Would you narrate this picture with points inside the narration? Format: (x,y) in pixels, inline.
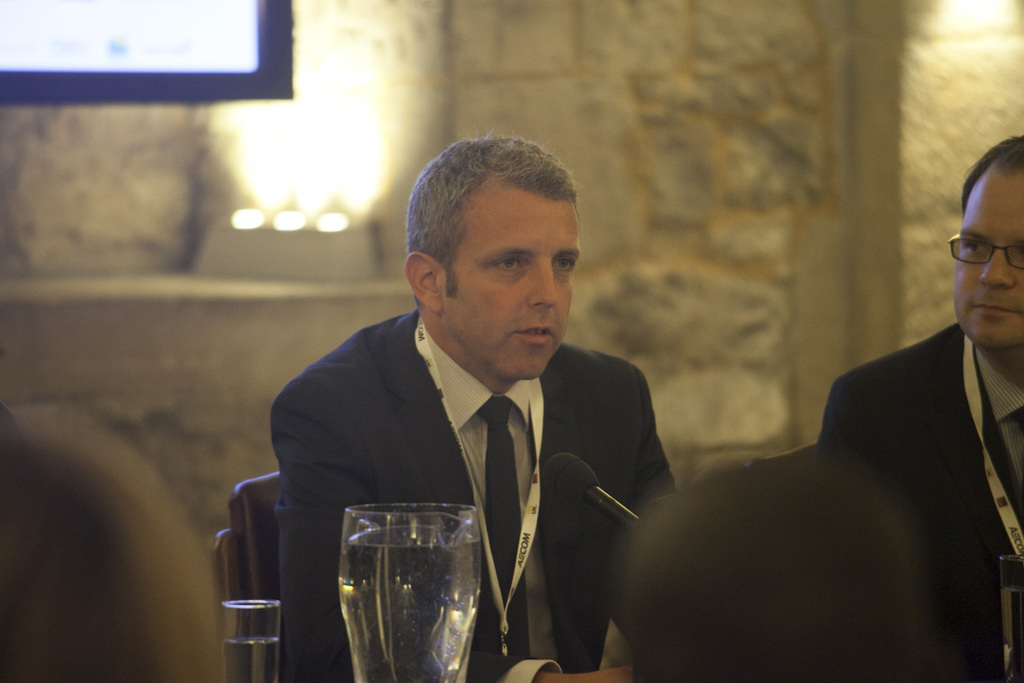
In this image I can see a person (484,383) wearing white shirt (477,383), black tie (505,407) and black blazer (398,448) is sitting. In front of him I can see a microphone (556,474) and two glasses (429,577). I can see another person (954,347) to the right side of the image (999,327). In the background (844,276) I can see the wall (698,151), few lights (353,169) and the screens (227,76).
